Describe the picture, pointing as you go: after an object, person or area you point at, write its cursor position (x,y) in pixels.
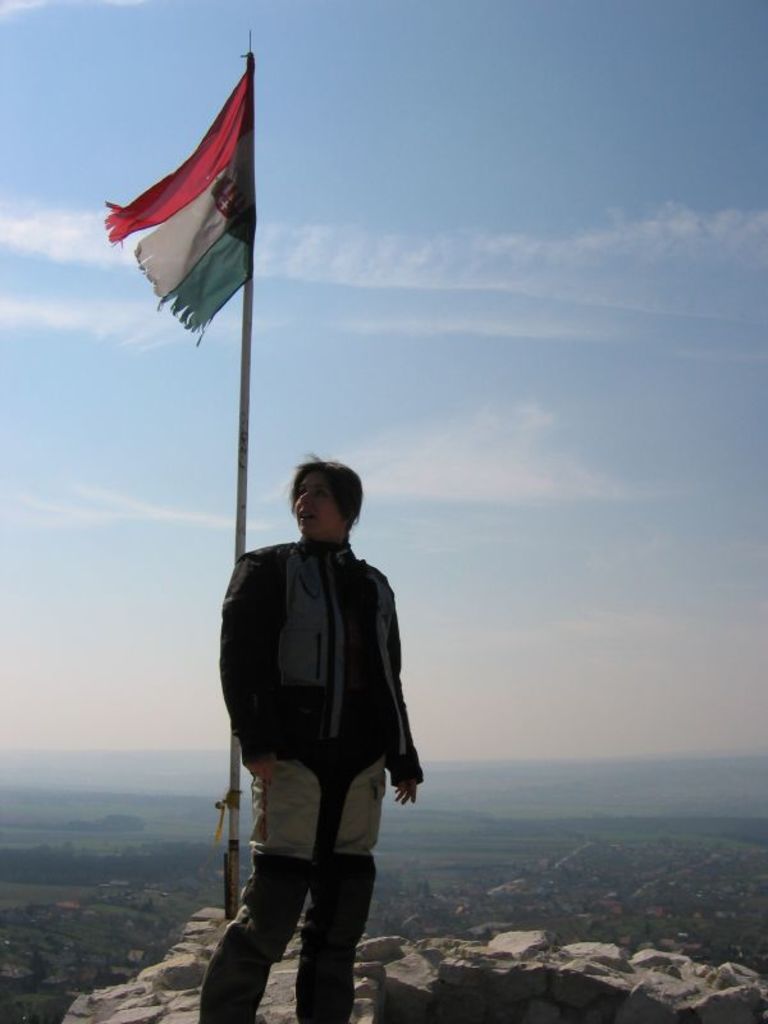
In this picture we can see a woman (317,846) is standing in the front (305,826), on the left side (226,205) there is a flag (253,243), we can see some stones (585,999) at the bottom (189,1009), there is the sky (463,301) at the top of the picture (435,279).
